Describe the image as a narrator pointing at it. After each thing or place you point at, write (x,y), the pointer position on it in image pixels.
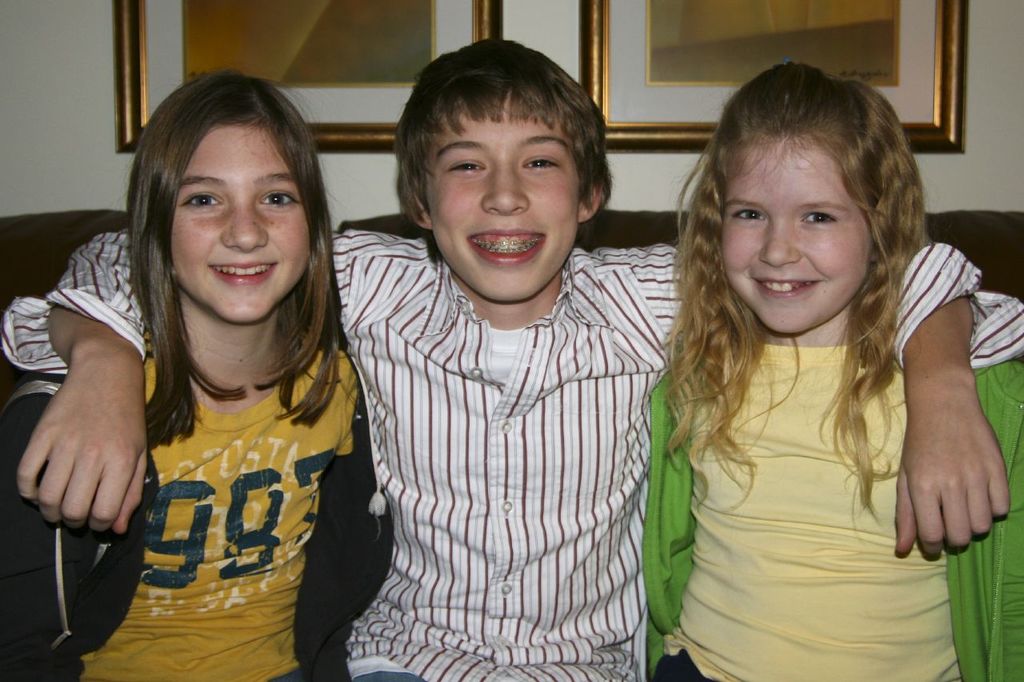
In this image we can see three people (417,463) sitting and smiling. In the background (50,64) there is a wall (50,64) and we can see frames (721,87) placed on the wall (989,131).
